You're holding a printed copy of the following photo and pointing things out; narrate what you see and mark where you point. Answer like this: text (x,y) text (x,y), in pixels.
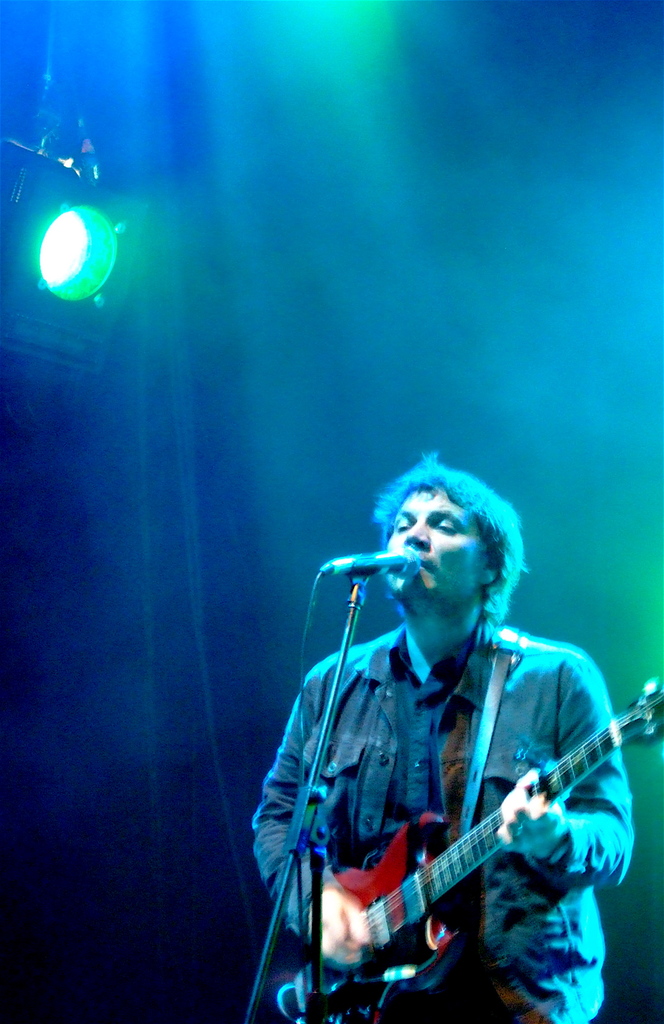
In this picture we can see a man (501,784) holding guitar (384,884) in his hand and singing on the mic (371,559). He wore a jacket (364,735) which is in black color and the background we can see a light (96,235) which is in green color.
